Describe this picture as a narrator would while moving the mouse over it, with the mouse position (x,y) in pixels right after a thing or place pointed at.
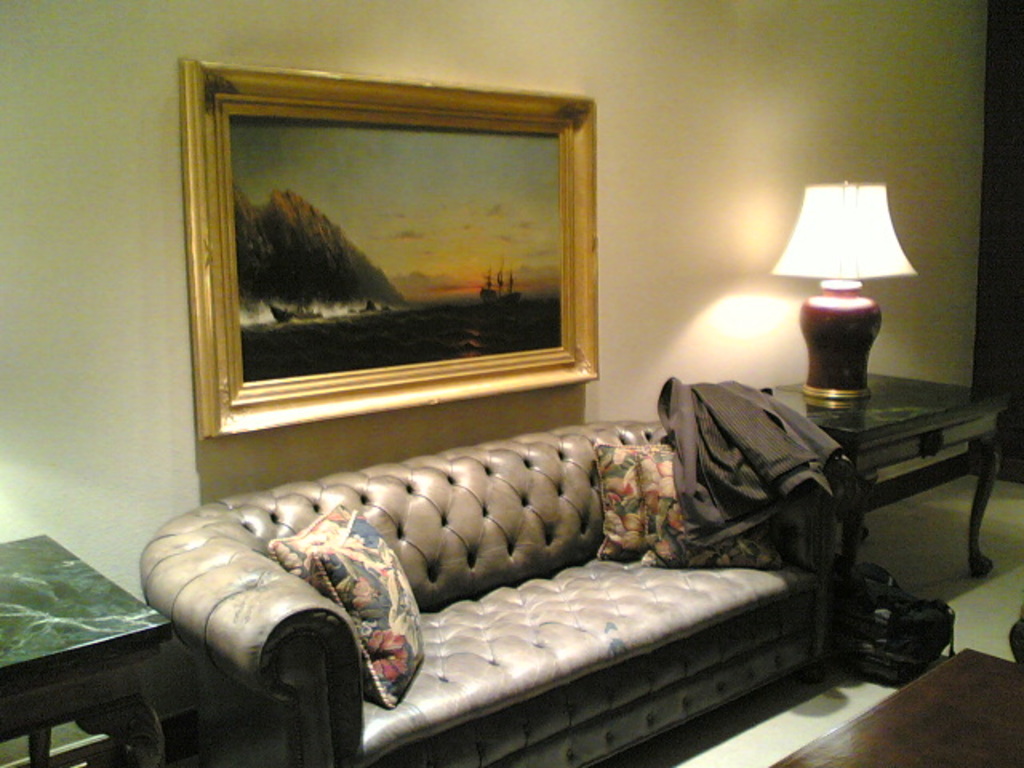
In the picture we can see a couch (531,570) pillows (396,572) and left side (5,645) we can see a table (140,672) in the right side (917,445) we can see another table (919,427) on that we have a lamp (862,316) on the couch (481,584) we can see the blazer (741,443) back side we can see the wall (677,128) on it we have the photo frame (384,280).
